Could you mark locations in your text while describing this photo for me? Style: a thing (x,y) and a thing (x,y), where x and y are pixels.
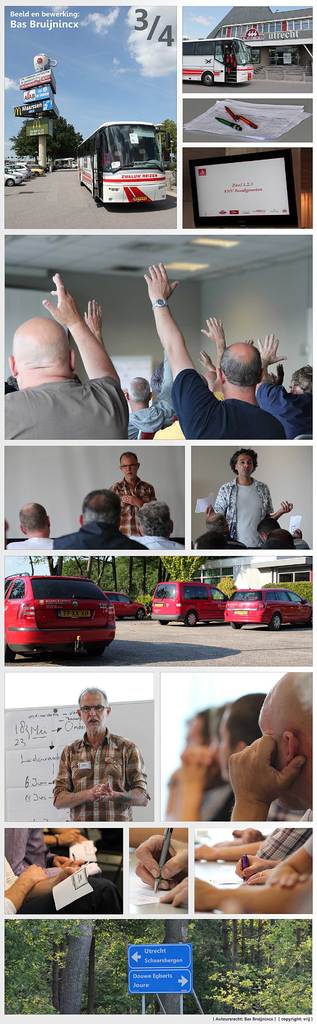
In this image I can see a vehicle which is in white color on the road (149,216). I can also see few persons (92,421) sitting, the person (128,426) in front (43,407) wearing gray color shirt (38,406), I can also see few vehicles (83,612) on the road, they are in red color. I can see trees (302,943) in green color and a blue color board (167,979) attached to the pole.
